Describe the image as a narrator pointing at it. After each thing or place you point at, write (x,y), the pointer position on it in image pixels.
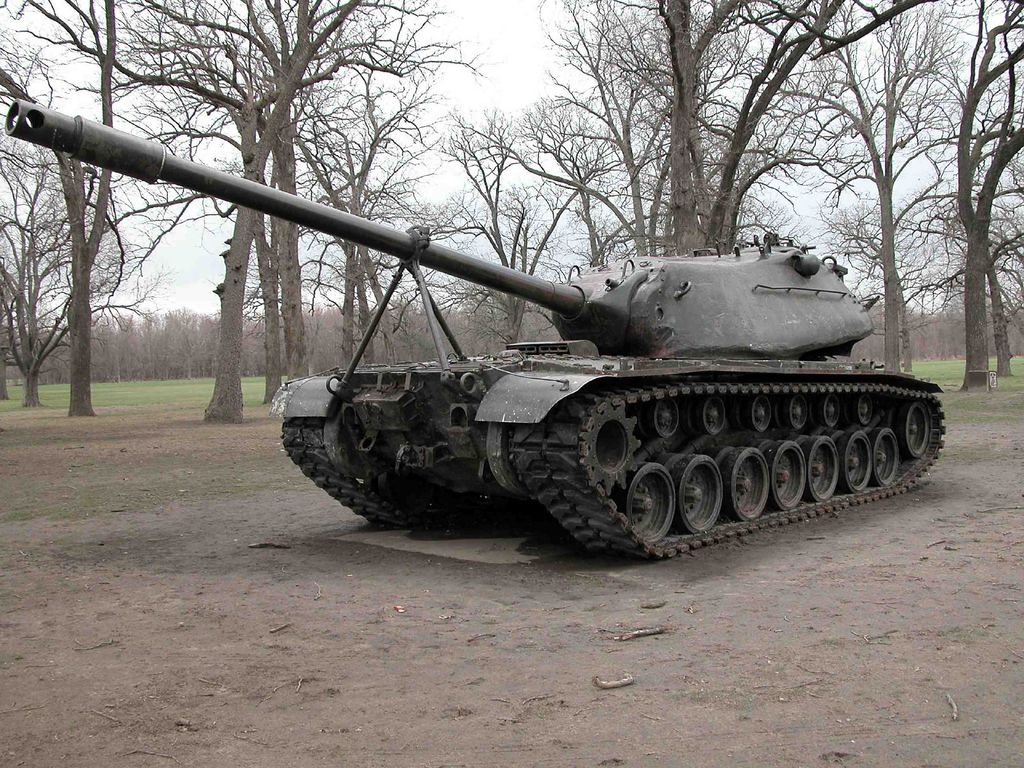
In this image there is a military tanker (626,398) on the ground (479,509). In the background (427,124) there are tall trees (286,118). At the bottom (322,678) there is soil (662,626).
